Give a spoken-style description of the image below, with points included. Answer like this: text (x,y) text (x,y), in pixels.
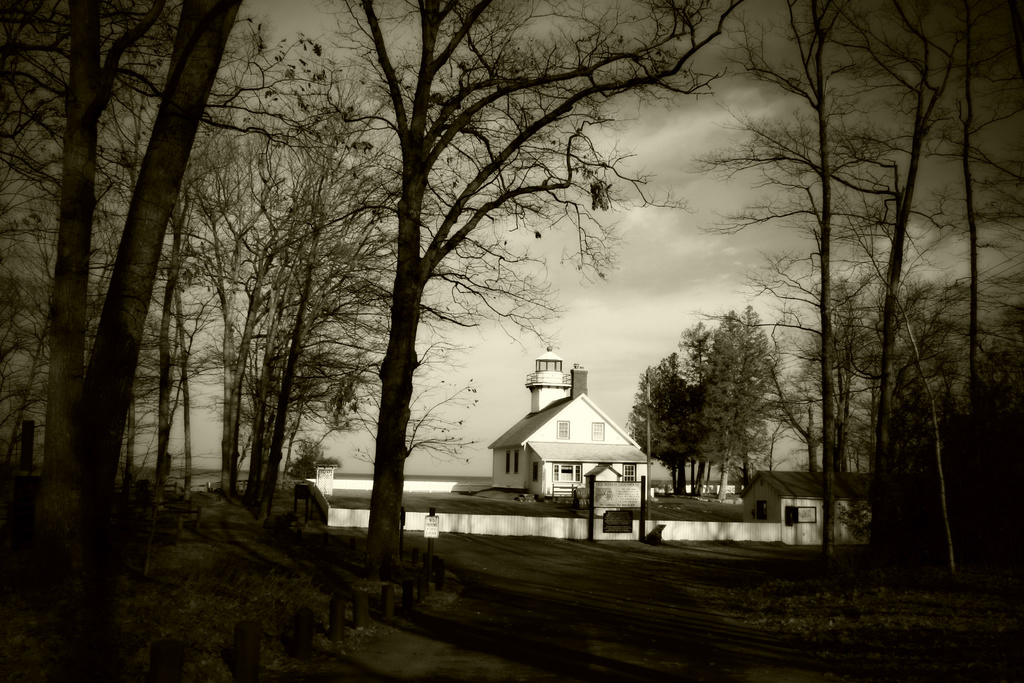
This is a black and white image. There are houses (586,432), trees (268,431) and boards (607,521). In the bottom of the image (566,641), I can see poles (304,648), grass (220,666) and the road (705,639). In the background (676,226), there is the sky (560,136).
